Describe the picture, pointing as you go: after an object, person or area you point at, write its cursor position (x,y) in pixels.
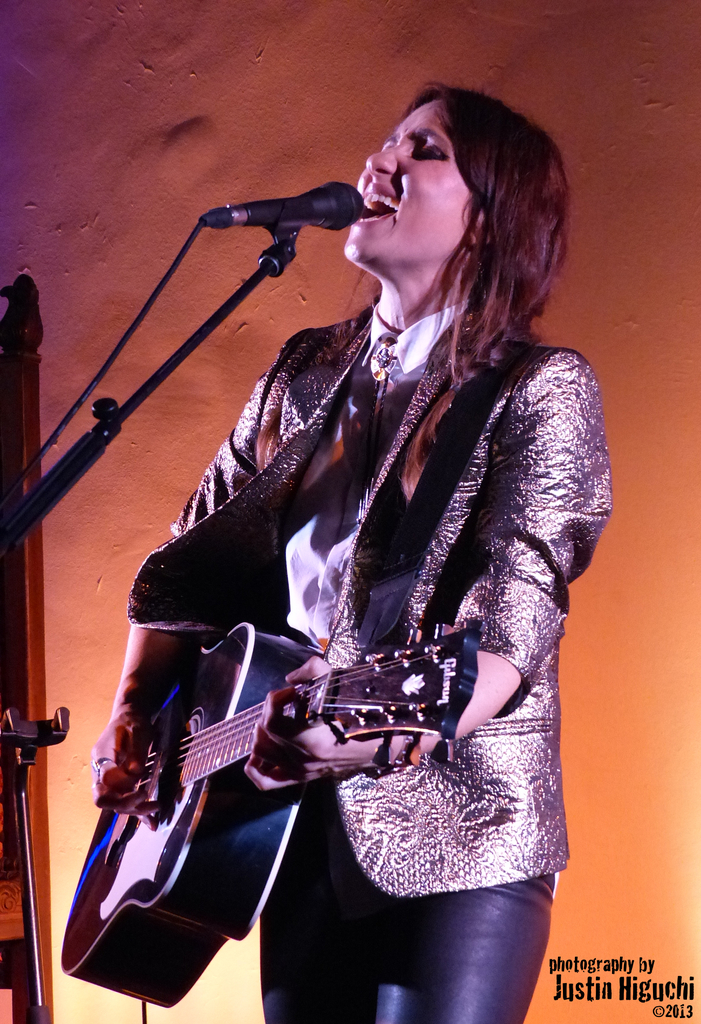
As we can see in the image there is a woman (429,205) singing on mike (324,195) and holding guitar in her hand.
